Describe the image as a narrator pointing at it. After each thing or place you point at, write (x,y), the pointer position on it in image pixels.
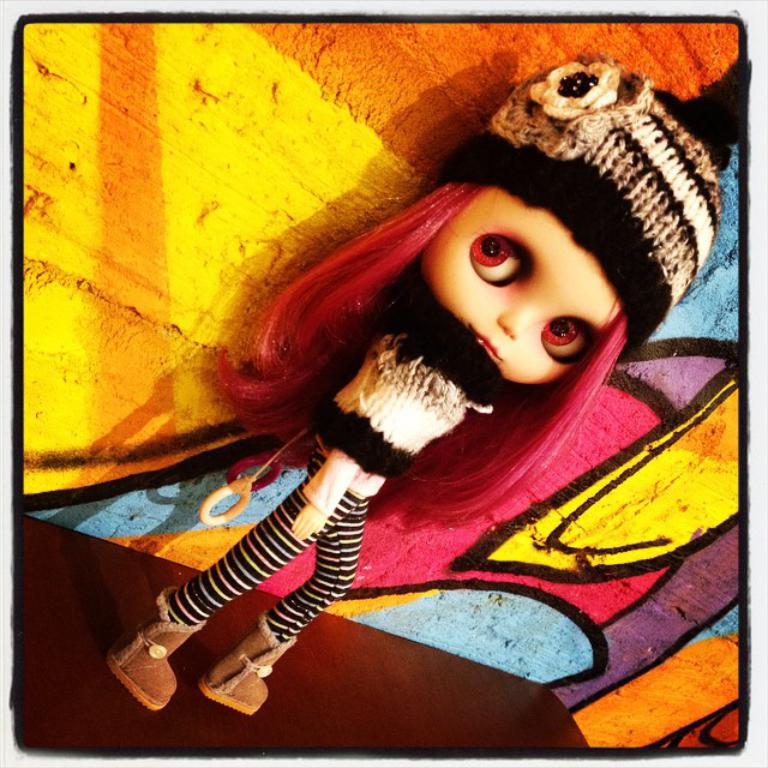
This is an edited image. We can see a doll (286,341) on the surface (122,612). Behind the doll (355,379), there is a colorful wall (542,607).
